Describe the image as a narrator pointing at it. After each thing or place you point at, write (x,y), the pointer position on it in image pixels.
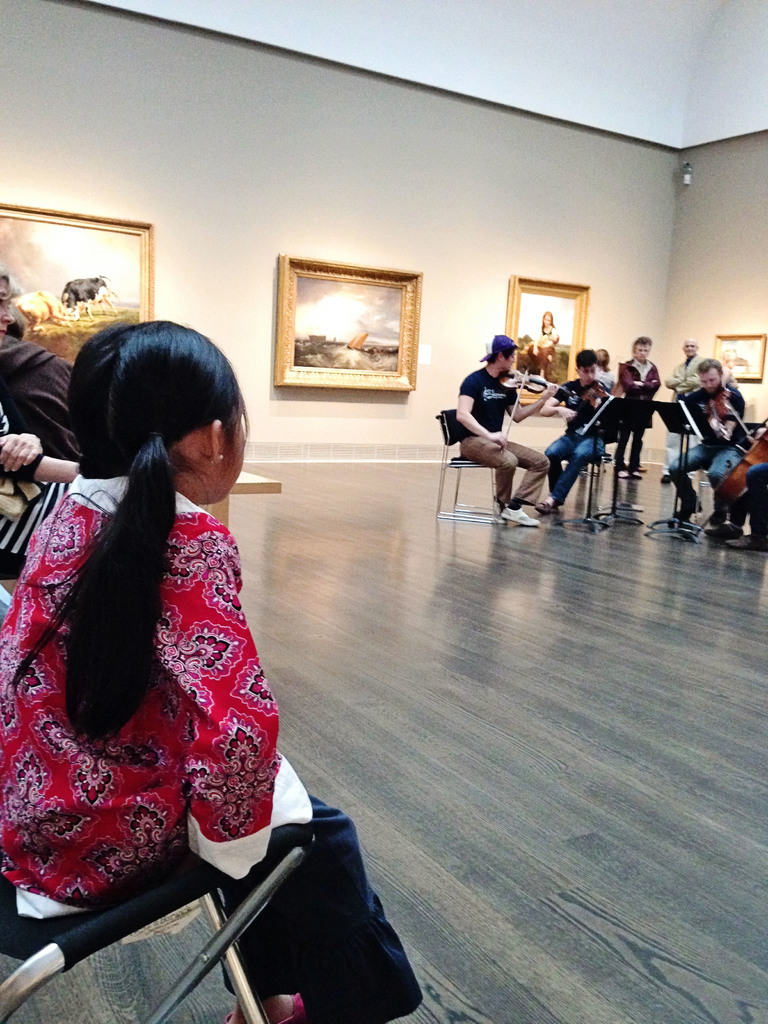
In this image I can see number of people (734,428) are sitting on chairs (444,430). On the right side of the image (611,437) I can see few people (706,442) are holding musical instruments (760,458) and in the front of them I can see few stands (599,420). In the background (401,206) I can see number of frames (579,350) on the walls (651,280) and I can also see few people (676,378) are standing near the walls (669,334). On the top right side of the image (679,176) I can see a thing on the wall (631,246) and on the left side of the image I can see a table like thing (271,491).
